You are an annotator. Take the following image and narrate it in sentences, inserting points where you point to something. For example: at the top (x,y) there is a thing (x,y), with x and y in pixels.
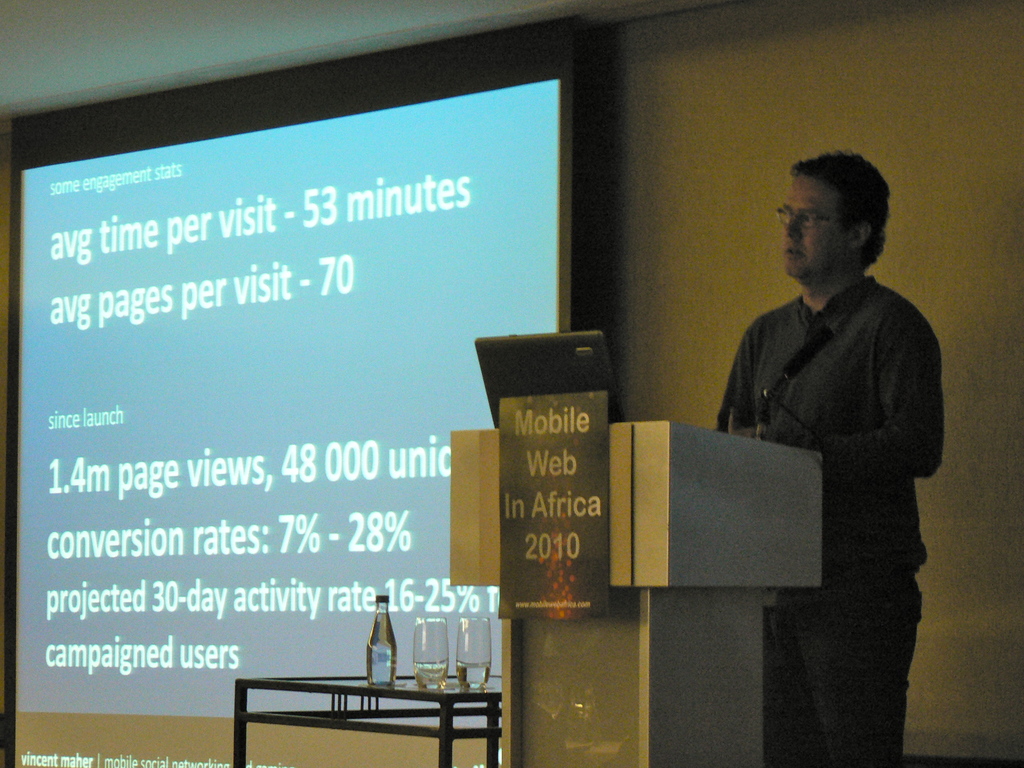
On the right corner (791,392) picture, we see a man (817,388) in black shirt (851,416) is standing near the podium (771,553) and on the podium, we see a laptop (486,357) and we even see a poster (525,488) with some text (540,533) written on it. Beside that, we see a table (404,699) on which water bottle (388,647) and glass (414,648) are placed. Behind that, we see a projector screen (184,264) with some text (294,277) displayed on it. Behind that, we see a yellow wall (725,133).
